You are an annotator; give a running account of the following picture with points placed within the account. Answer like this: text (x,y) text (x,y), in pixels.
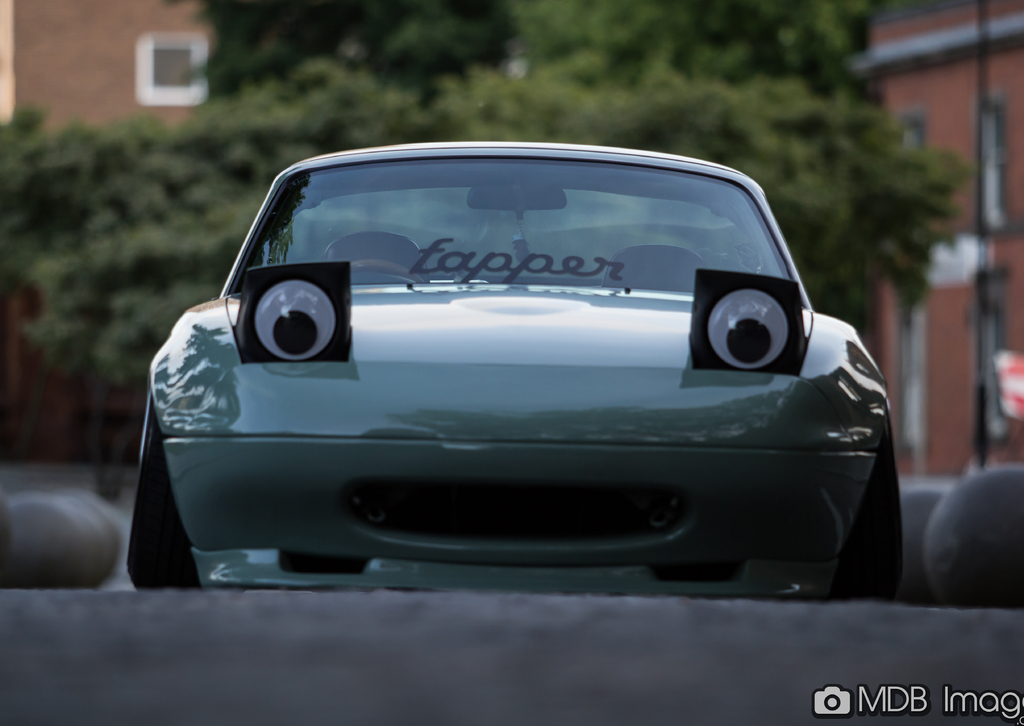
In this image at front (641,564) there is a car (452,222) on the road (365,683). At the background (91,220) there are trees (351,88) and buildings (144,66).
